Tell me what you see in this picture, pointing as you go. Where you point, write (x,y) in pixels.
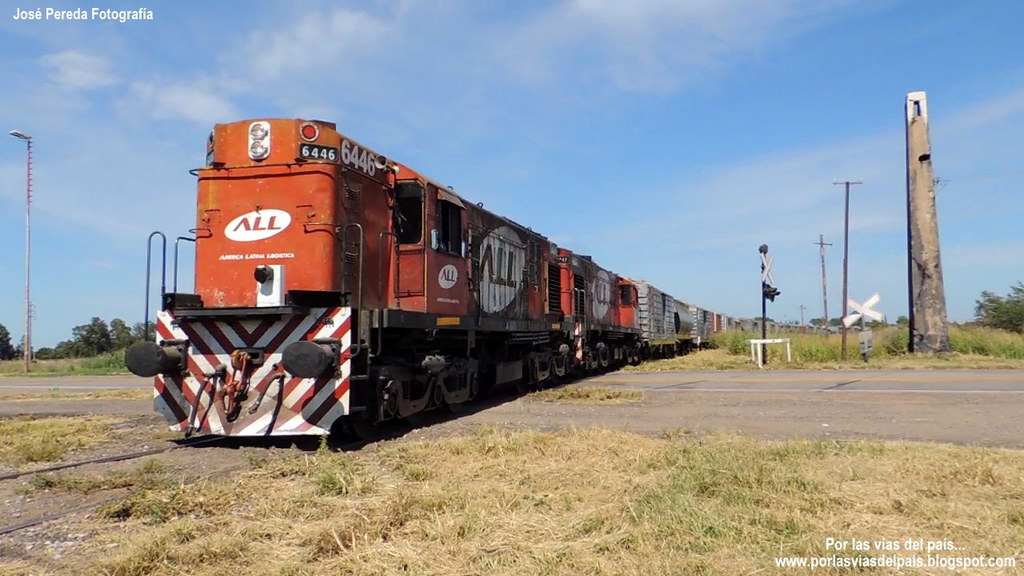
in this image there is a train (501,361) in left of this image (272,255) which is in red color, there is a grass (453,441) at bottom of this image (605,510), there are some poles (763,300) at right side of this image (845,307) and there is one pole (30,214) at left side of this image (29,291). there is a sky (481,115) at top of this image (681,161). there is a tree (1015,303) at right side of this image (983,324). There is a pole (942,335) at right side of this image (929,244) there is a watermark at top left side of this image (127,12) and bottom right corner of this image (816,562).
